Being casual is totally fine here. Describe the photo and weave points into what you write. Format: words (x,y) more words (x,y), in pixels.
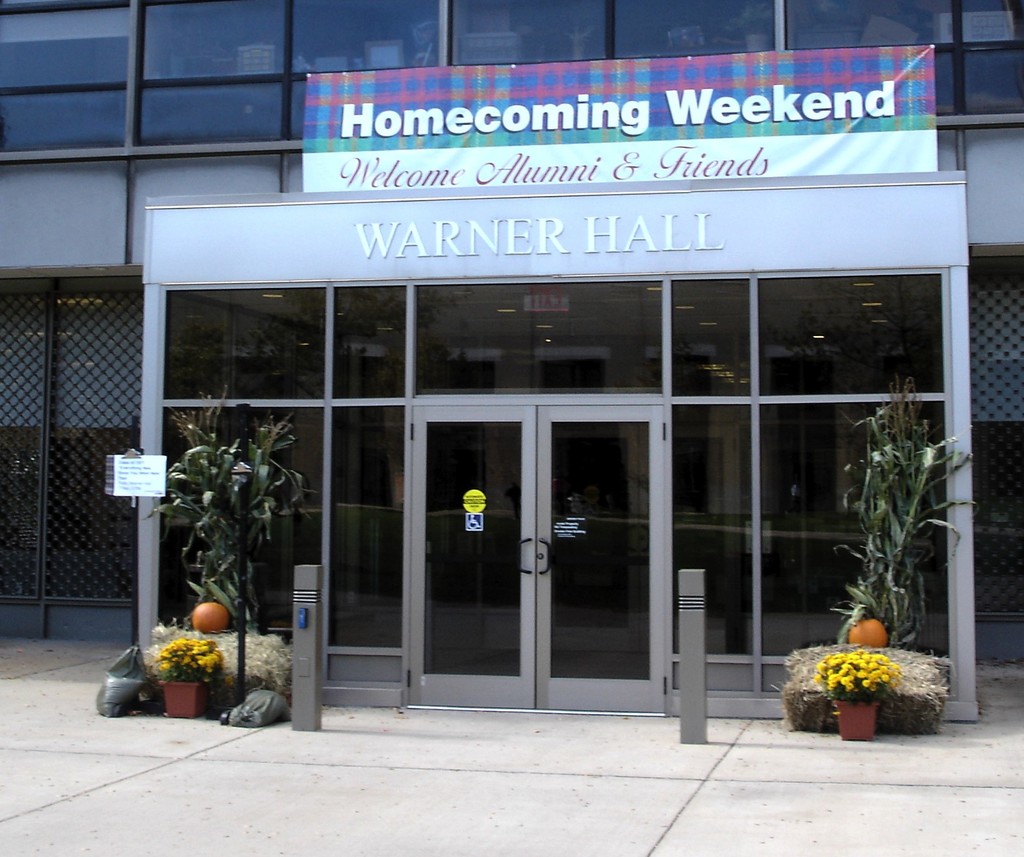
In this image we can see a building (226,141), fences (128,533), houseplants (853,604), name boards (723,124), sign boards (127,490), barrier poles (310,701) and polythene bags (125,677).
